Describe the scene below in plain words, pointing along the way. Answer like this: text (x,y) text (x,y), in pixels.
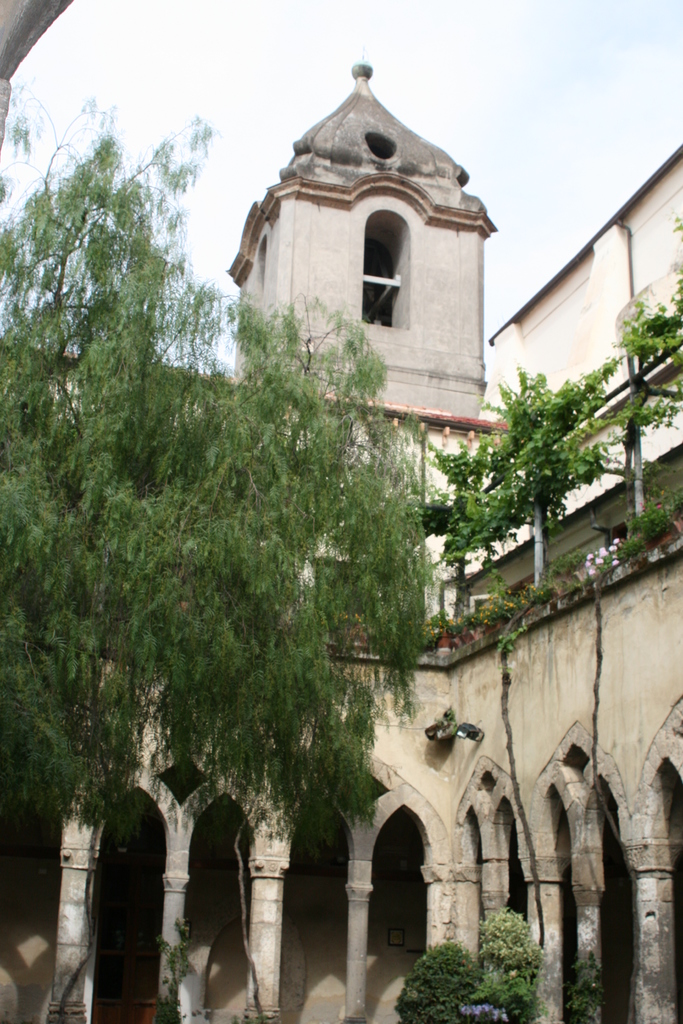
In the given picture, We can see an old building (346,265) after that, They are few trees (342,501).
